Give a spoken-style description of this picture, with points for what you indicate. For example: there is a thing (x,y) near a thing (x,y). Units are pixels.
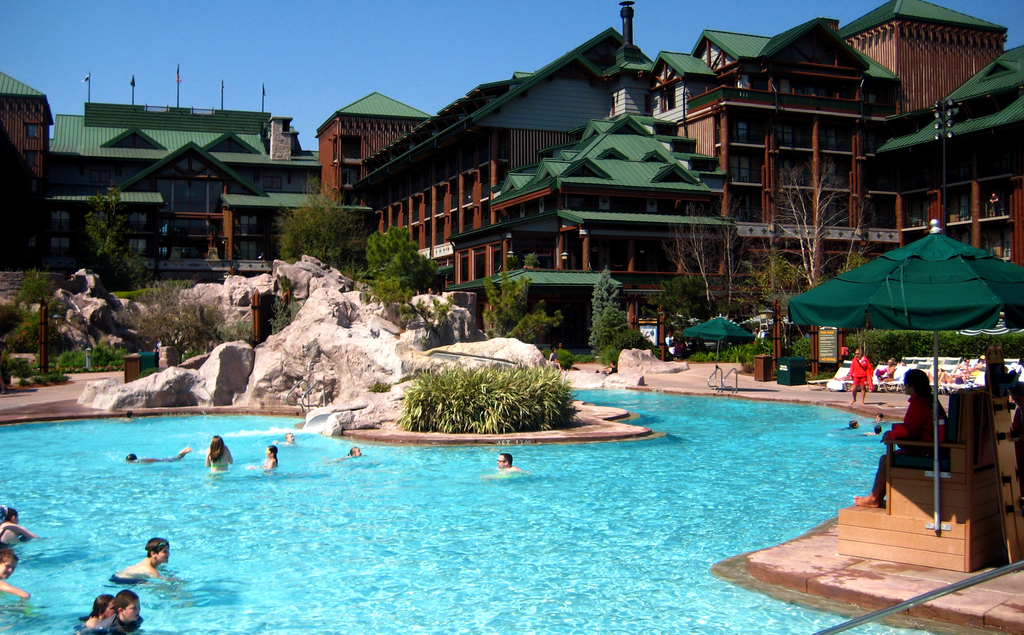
In the center of the image (662,413) there is a swimming pool (301,485). There are people (9,514) in it. In the background of the image (810,114) there are houses (536,220). There are trees (404,284). There is a stone (301,293). To the right side of the image (955,426) there is a person (915,385) sitting on a chair (977,510). On top of him there is a umbrella (920,280). At the top (426,46) image there is sky (235,41).
